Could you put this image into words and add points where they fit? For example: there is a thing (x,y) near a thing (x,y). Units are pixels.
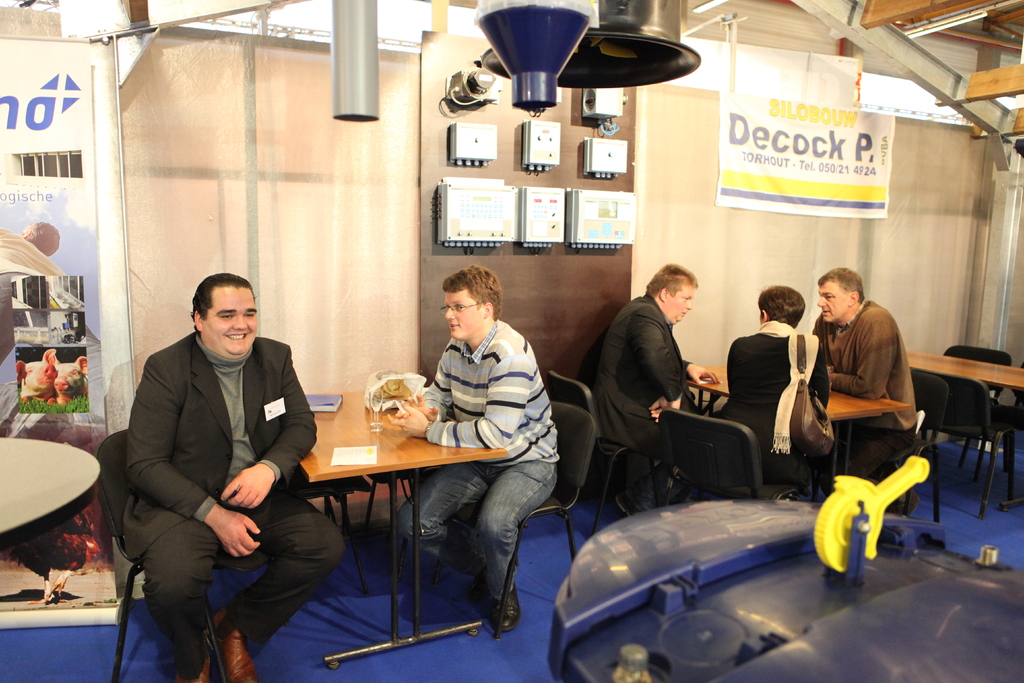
This picture is inside the room (380,437). There are group of people (760,302) in the image. At the left (39,136) there is a banner (46,406), at the top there is a light (498,25), at the back (603,144) there are devices (560,132). There is a glass (380,406), paper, cover (383,406) on the table (419,574).
